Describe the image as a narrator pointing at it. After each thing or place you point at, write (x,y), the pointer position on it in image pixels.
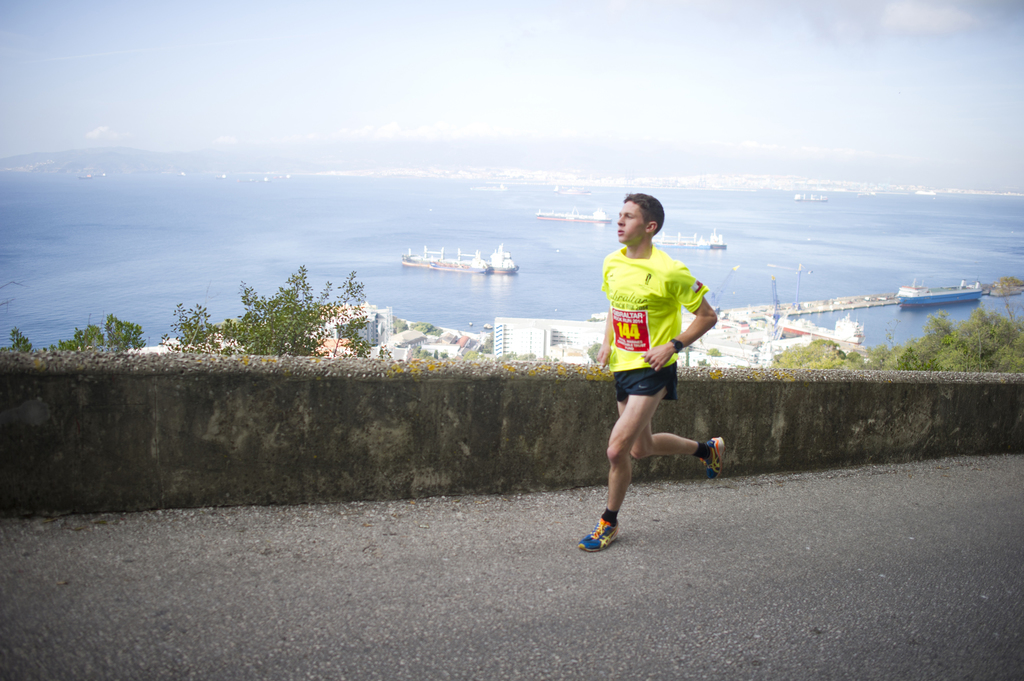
In this image I can see a person (684,291) wearing yellow and black colored dress (659,382) is running on the ground (635,561). I can see the wall (403,423), few trees (886,364) which are green in color, few buildings (462,347) which are white and brown in color, the water (832,256) and few boats (492,258) which are white and blue in color on the surface of the water (610,240). In the background (484,263) I can see the water (322,194), few boats (512,263) on the water (430,178) and the sky (679,102).
